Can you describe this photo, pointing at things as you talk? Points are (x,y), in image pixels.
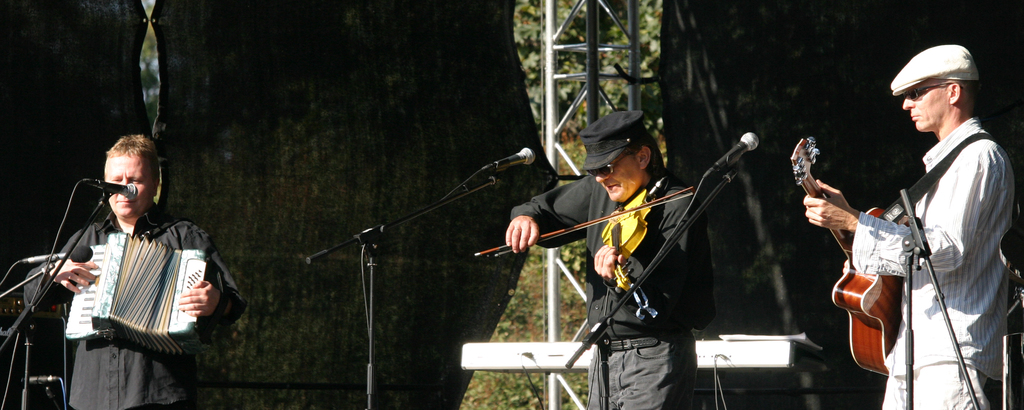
Left side of the image (67,261) there is a person (136,346) holding a musical instrument (120,284). Before him there are few mike stands (29,280). Middle of the image (625,204) there is a person (607,265) holding a violin (621,241). He is wearing goggles (598,169) and cap (607,146). Right side (927,78) there is a person (970,256) holding a guitar (864,351). He is wearing goggles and cap (939,66). Middle of the image (562,262) there are few metal rods (550,66). On both sides of it curtains (466,95) are attached to it. Behind there are few plants (533,74) and trees (575,147) on the grassland (523,331).
